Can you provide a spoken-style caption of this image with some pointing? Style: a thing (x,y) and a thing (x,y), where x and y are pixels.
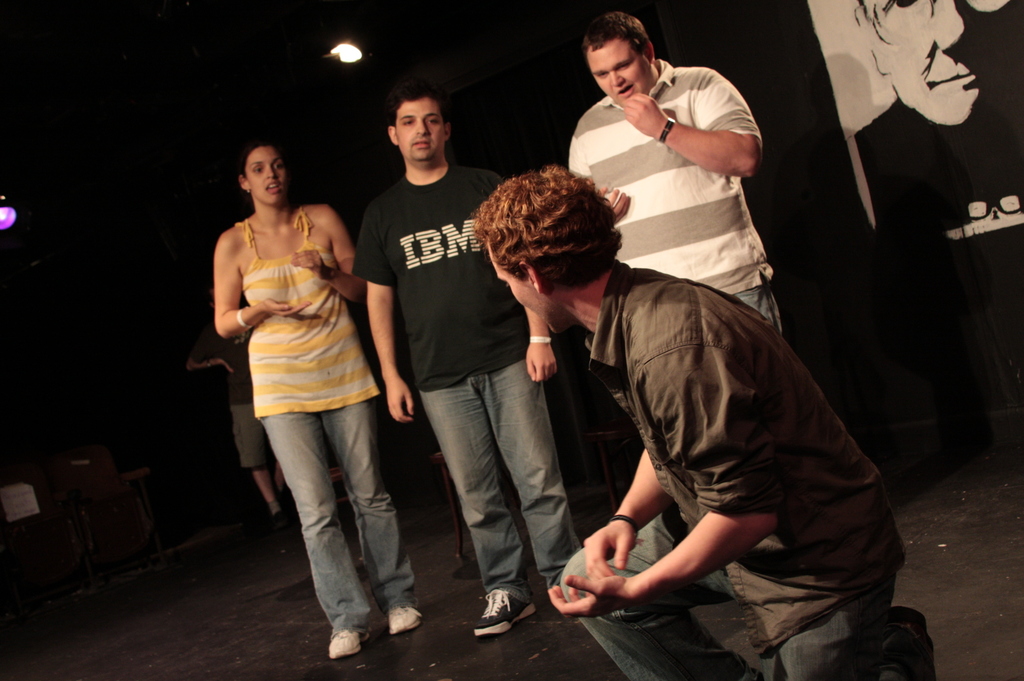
In this image there are four persons (424,228) performing an act on stage (239,616), in the top right (981,60) there is a poster (1018,217).
